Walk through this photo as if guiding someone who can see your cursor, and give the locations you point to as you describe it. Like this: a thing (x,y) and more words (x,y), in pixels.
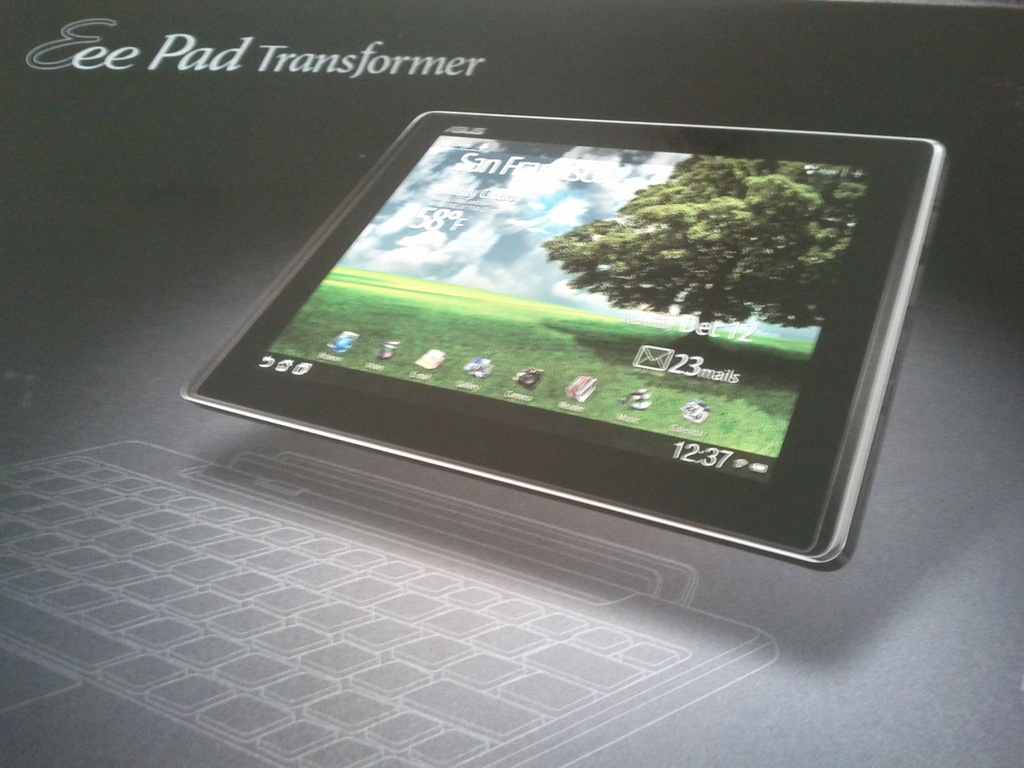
This image is an animation. In the center (574,328) we can see a tablet (573,436). At the bottom (533,572) there is a keypad (248,594) and we can see text (77,68).
